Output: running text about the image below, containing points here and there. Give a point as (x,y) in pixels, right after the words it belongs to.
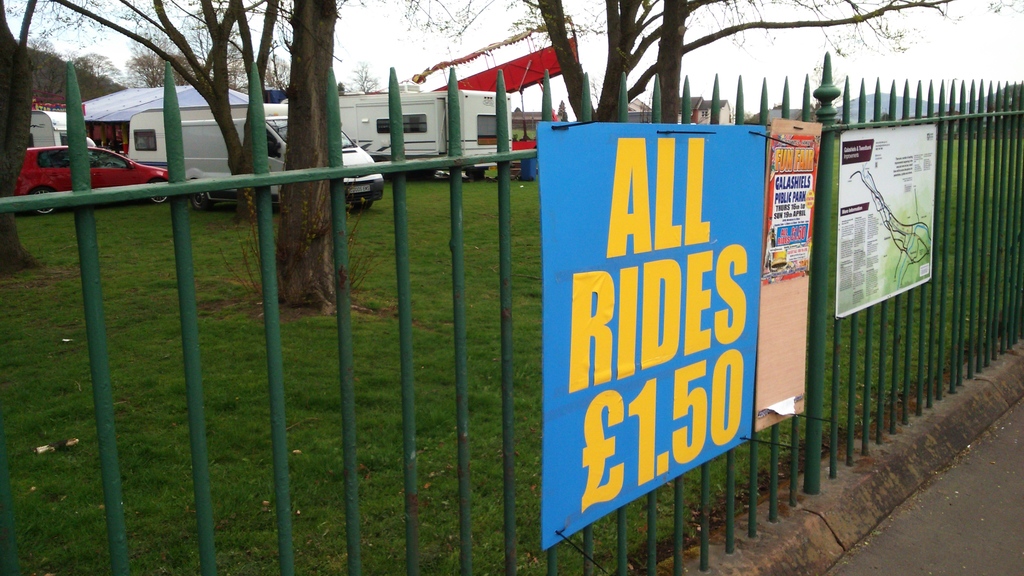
In this picture there is a boundary (1016,235) in the center of the image (635,234) and there are posters (734,178) on it and there are vehicles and trees (558,46) in the background area of the image (558,46).
